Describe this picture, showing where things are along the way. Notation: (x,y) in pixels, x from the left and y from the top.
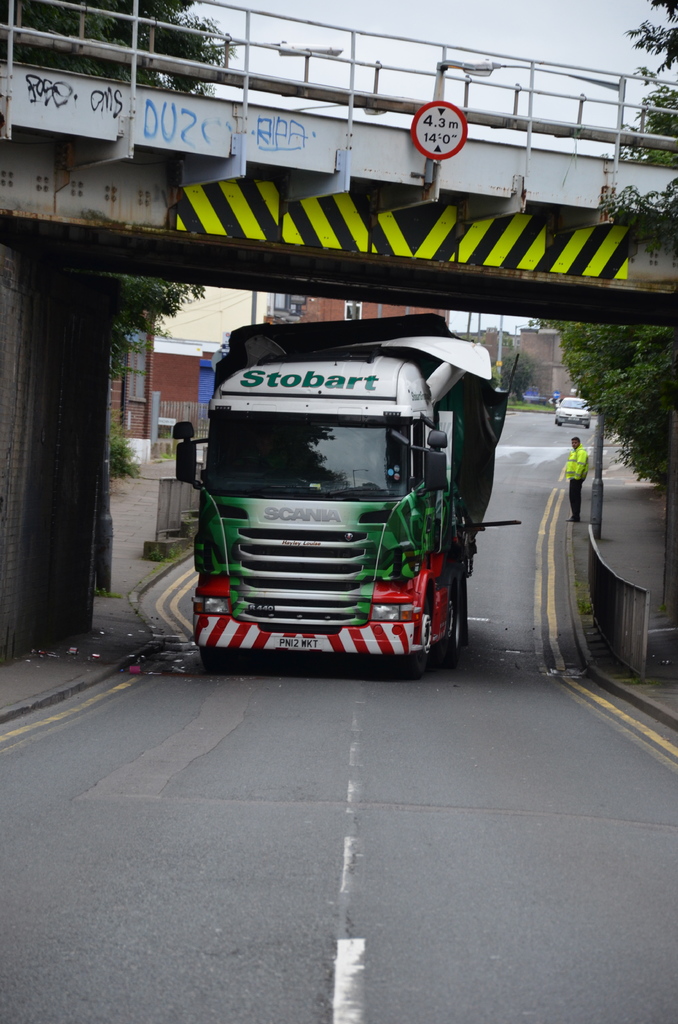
In this picture we can see vehicles (458,494) on the road (470,698), fences (170,521), person (576,465) standing on the footpath (675,626), bridge (464,185), trees (654,360), buildings (194,331) and some objects (102,552) and in the background (555,67) we can see the sky (485,77).
